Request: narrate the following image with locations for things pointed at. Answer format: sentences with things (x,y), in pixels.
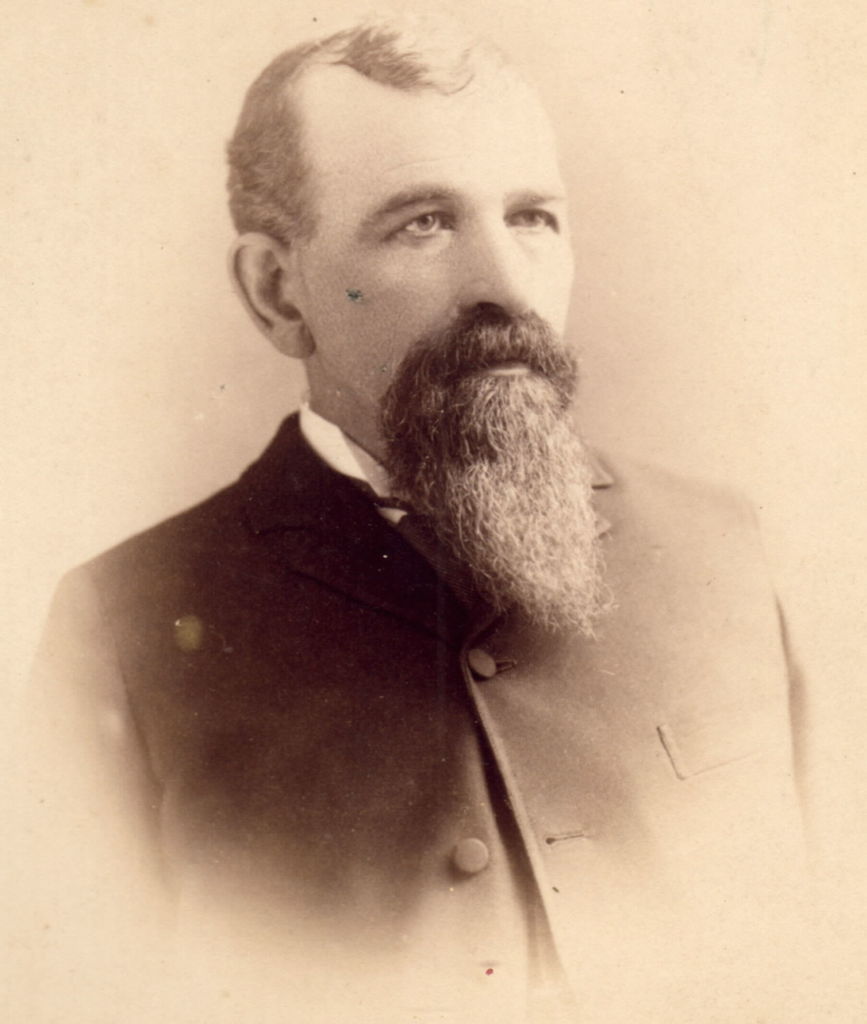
In the image we can see a man (265,820) wearing clothes (252,759).
